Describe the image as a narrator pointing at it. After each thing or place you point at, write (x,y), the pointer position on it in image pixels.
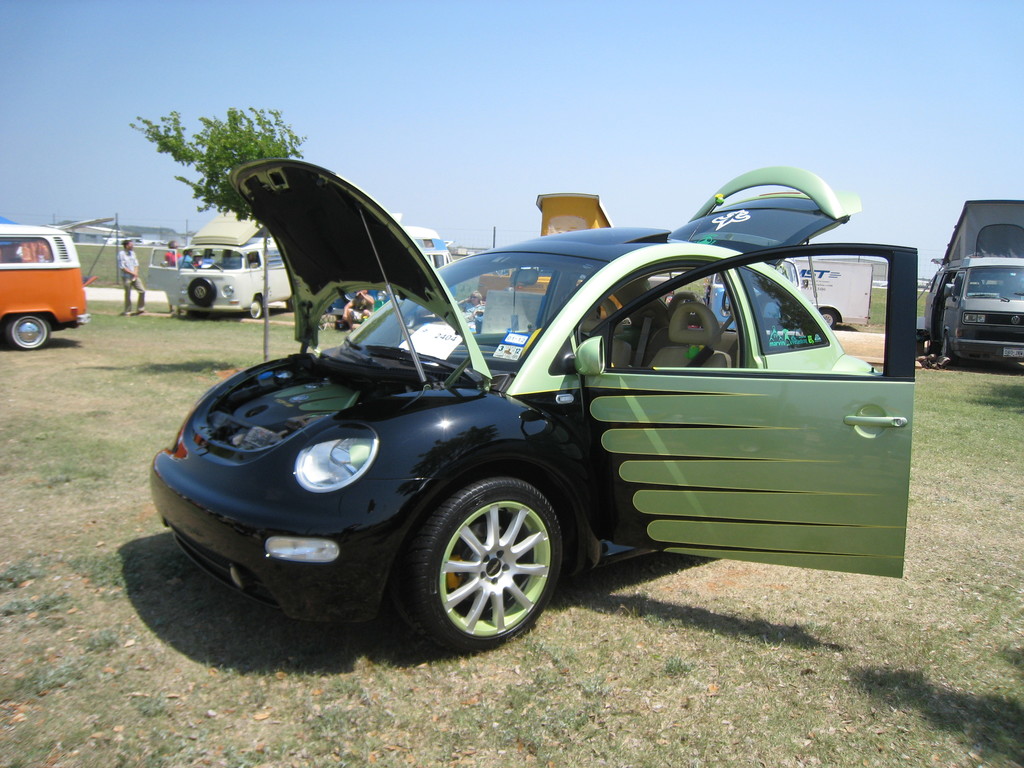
In the image we can see there is car (618,393) which is kept on the ground (585,656) and the ground (466,735) is covered with grass (74,472). There are other people (173,266) standing at the back (182,257) and there are other vehicles (270,265) parked on the ground (962,536). There is a tree (265,152).
